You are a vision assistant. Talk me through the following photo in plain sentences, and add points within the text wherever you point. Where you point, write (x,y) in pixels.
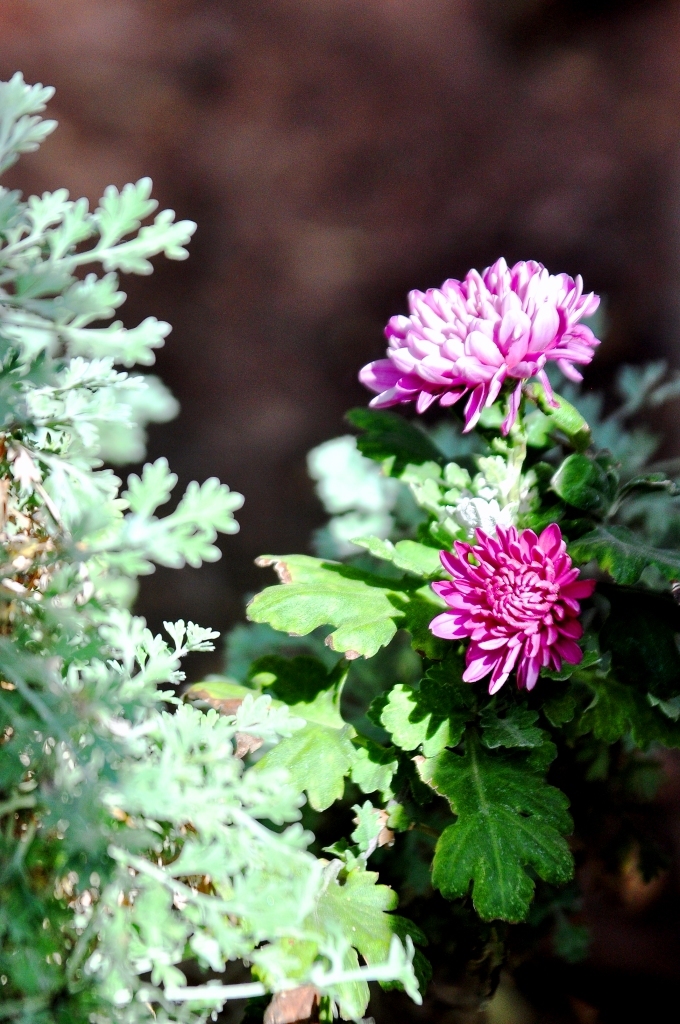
In this image I can see few plants (182,746) which are green in color and few flowers (498,673) which are pink and white in color and I can see the background (275,435) which is brown and black in color.
